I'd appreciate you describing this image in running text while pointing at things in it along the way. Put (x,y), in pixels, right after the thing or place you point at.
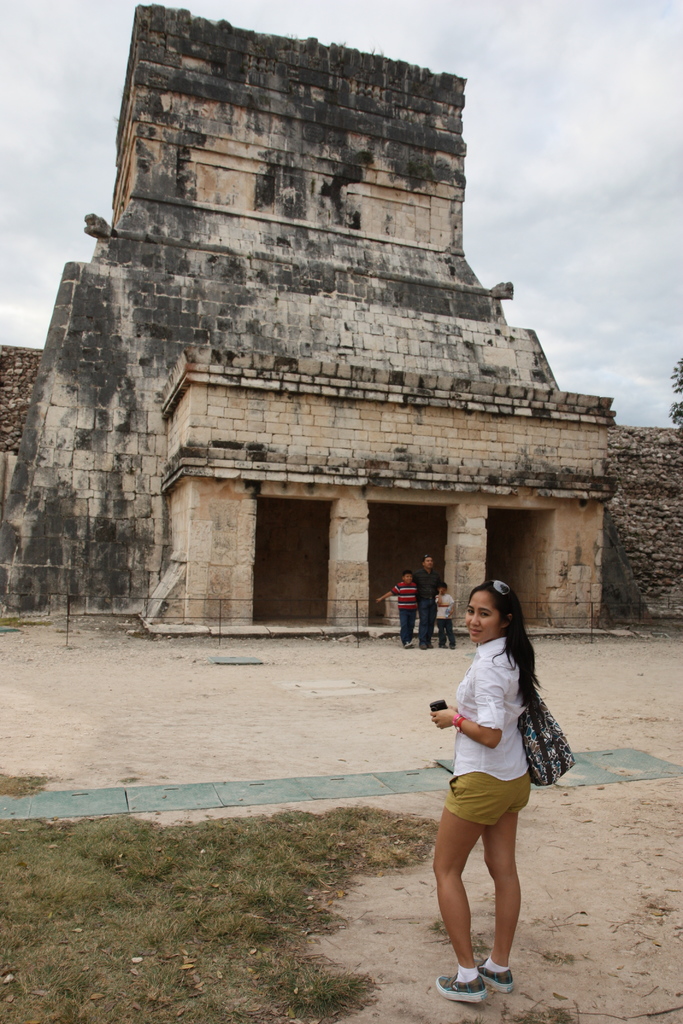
In this image we can see a woman (486,702) standing on the ground (580,753) holding a mobile phone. We can also see some grass (224,889). On the backside (619,114) we can see a monument (418,463), three people (425,641) standing beside a fence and the sky (543,218) which looks cloudy.
